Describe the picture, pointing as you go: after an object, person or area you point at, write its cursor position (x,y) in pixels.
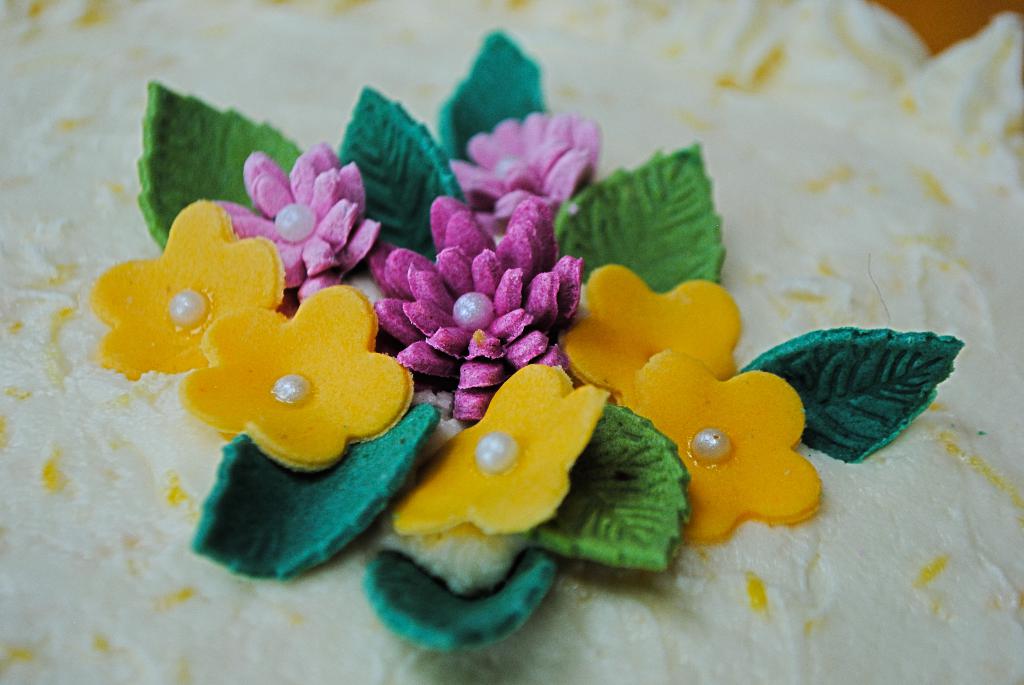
In this image there is a material (547,31) having artificial flowers (380,339) and leaves (570,221).
